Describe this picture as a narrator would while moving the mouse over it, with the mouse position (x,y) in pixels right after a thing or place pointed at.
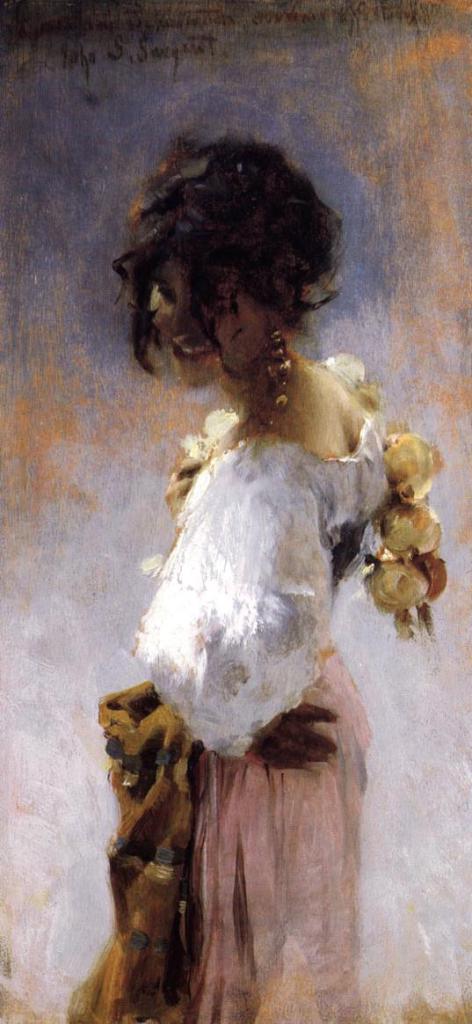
This image is a painting. In this painting we can see a lady (281,679). In the background (77,723) there is a wall (119,327).
